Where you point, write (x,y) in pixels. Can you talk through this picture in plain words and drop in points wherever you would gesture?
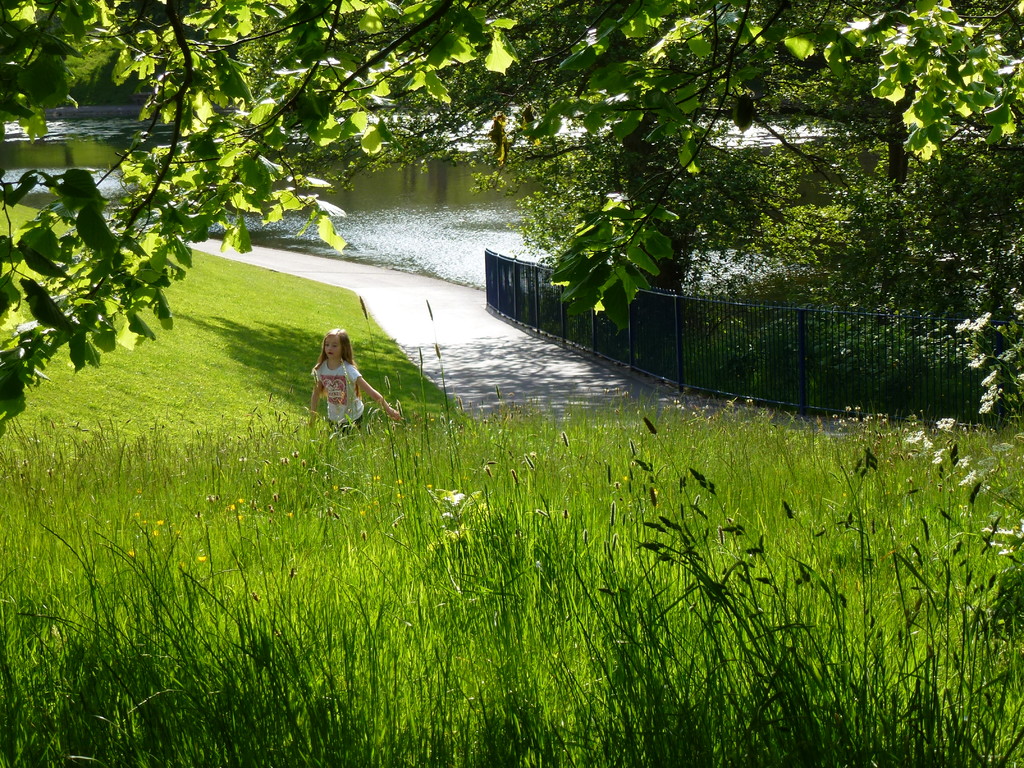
At the bottom of the picture (495,535), we see grass (318,490). The girl (335,395) in white T-shirt (342,383) is walking. Beside her, we see the road (481,360). Beside that, there is an iron railing (700,371). We see water (407,213) in the pond (405,227). On the right side of the picture (829,197), there are trees (694,73).
